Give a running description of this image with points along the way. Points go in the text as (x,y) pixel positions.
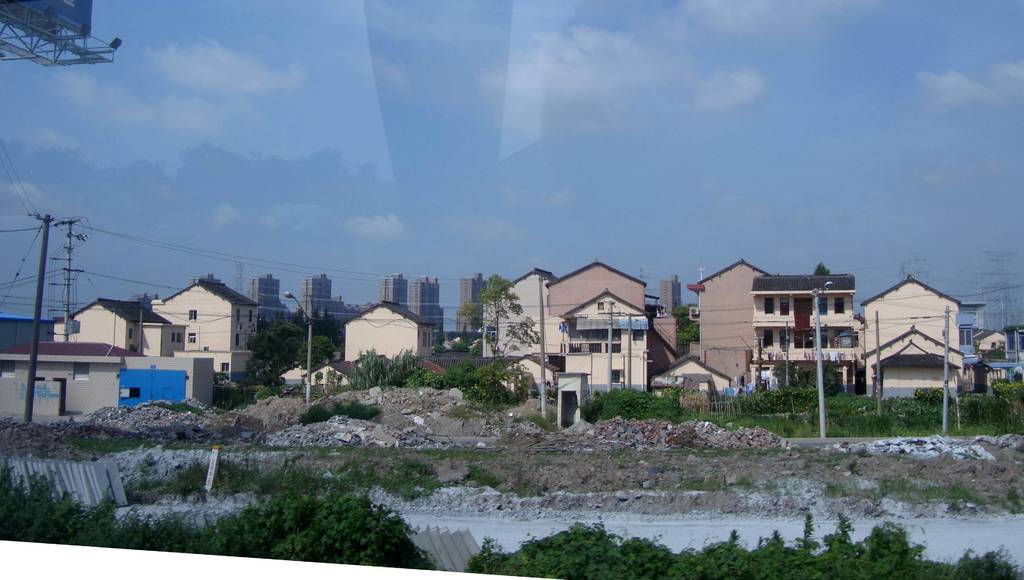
We can see plants (268,489) and poles (69,281) with wires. We can see lights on poles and houses (595,312). In the background (401,249) we can see buildings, trees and sky (428,125).
